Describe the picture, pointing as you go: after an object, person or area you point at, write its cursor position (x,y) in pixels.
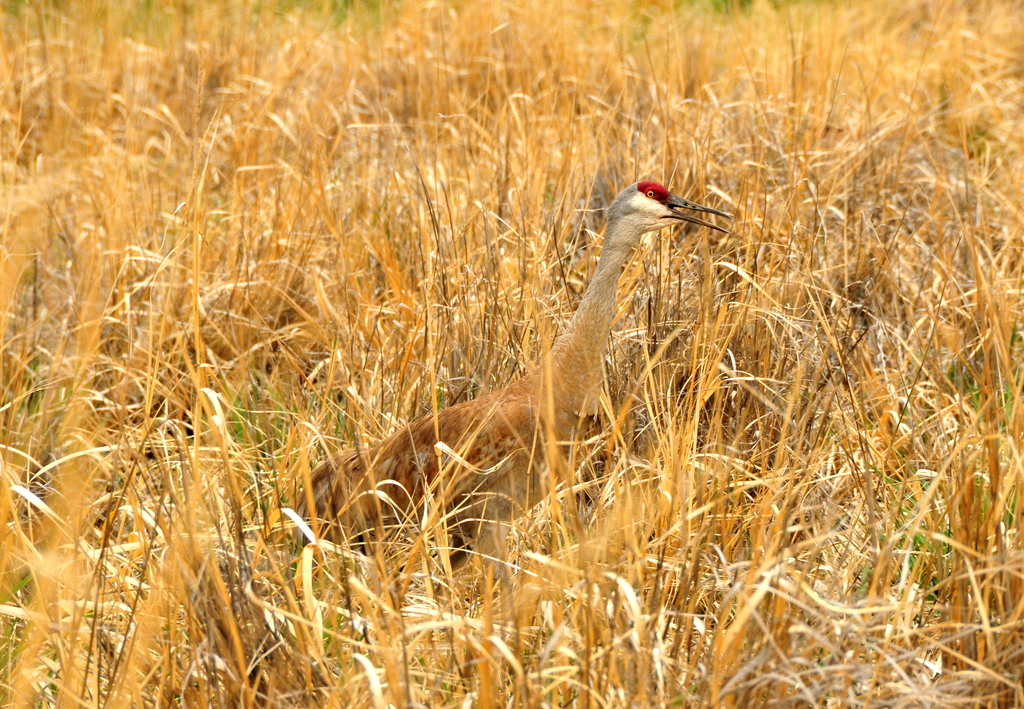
In this image we can see a bird (628,234). In the background of the image (515,364) there is the grass (525,270).
